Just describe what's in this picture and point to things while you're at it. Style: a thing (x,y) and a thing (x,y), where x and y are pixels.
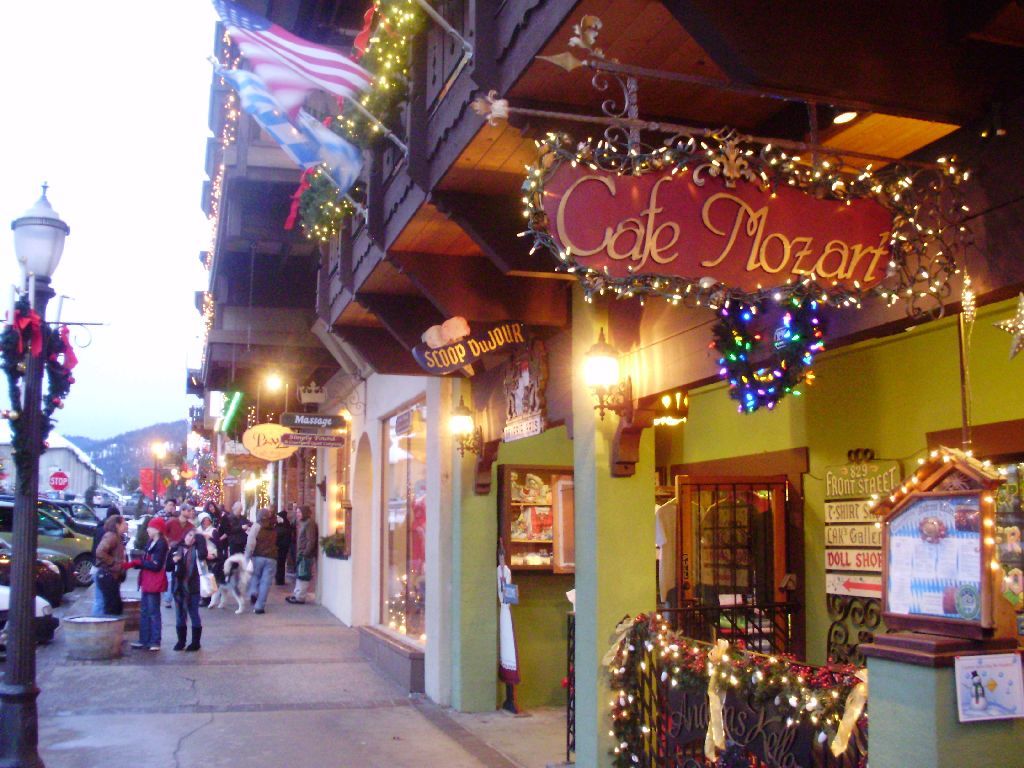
On the right side of the image (969,321) we can see some buildings (495,166), on the buildings (514,179) we can see some lights (232,418). In the middle of the image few people (162,530) are standing and walking and we can see some poles (29,494) and trees (149,438). Behind them we can see some vehicles (1,517) on the road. In the top left corner of the image (197,140) we can see the sky (186,295).
